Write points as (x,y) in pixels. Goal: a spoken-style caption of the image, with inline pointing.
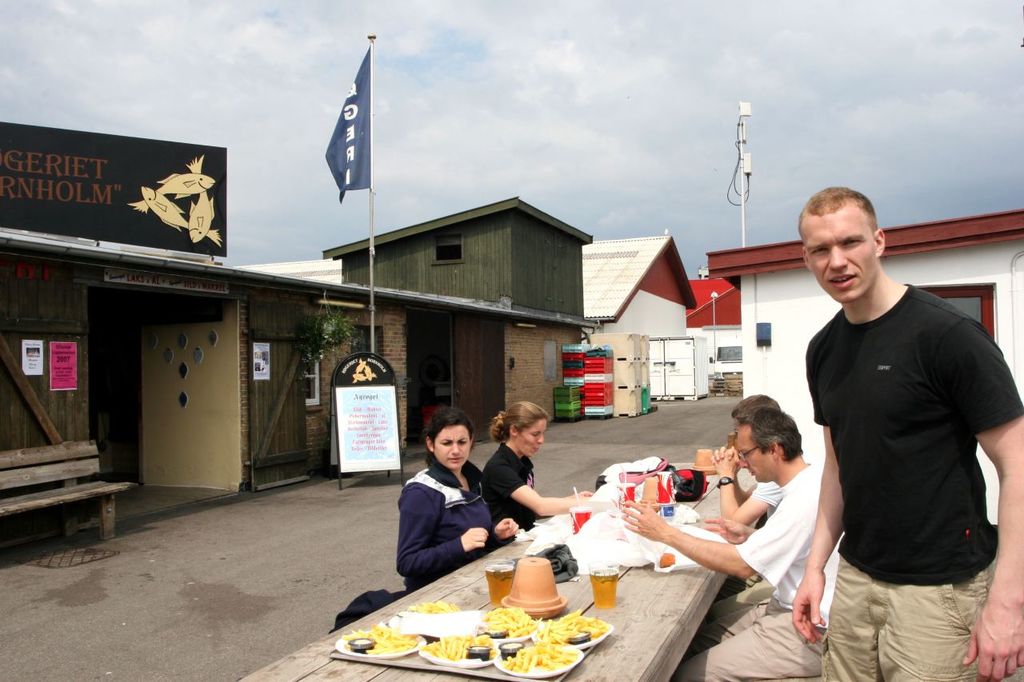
This picture is taken outside the room. In front (621,646), we see a table (665,638) on which plate (511,671), glass (504,588), bag (581,543), cloth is placed on it. On the right corner of the picture (950,443), we see a man (854,405) in black t-shirt (877,388) is standing. We see two men (744,468) and two women (498,504) are sitting on the chair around the table (569,609). Behind them, we see a board (360,415) on which some text (358,436) is written on it and we see a flag (353,133). Behind that, we see a door (278,357), plant (308,340) and house (20,274) which is green in color. On top of the house (102,252), we see a board (64,196) having text (69,175) on it, above that we see sky (124,31).
